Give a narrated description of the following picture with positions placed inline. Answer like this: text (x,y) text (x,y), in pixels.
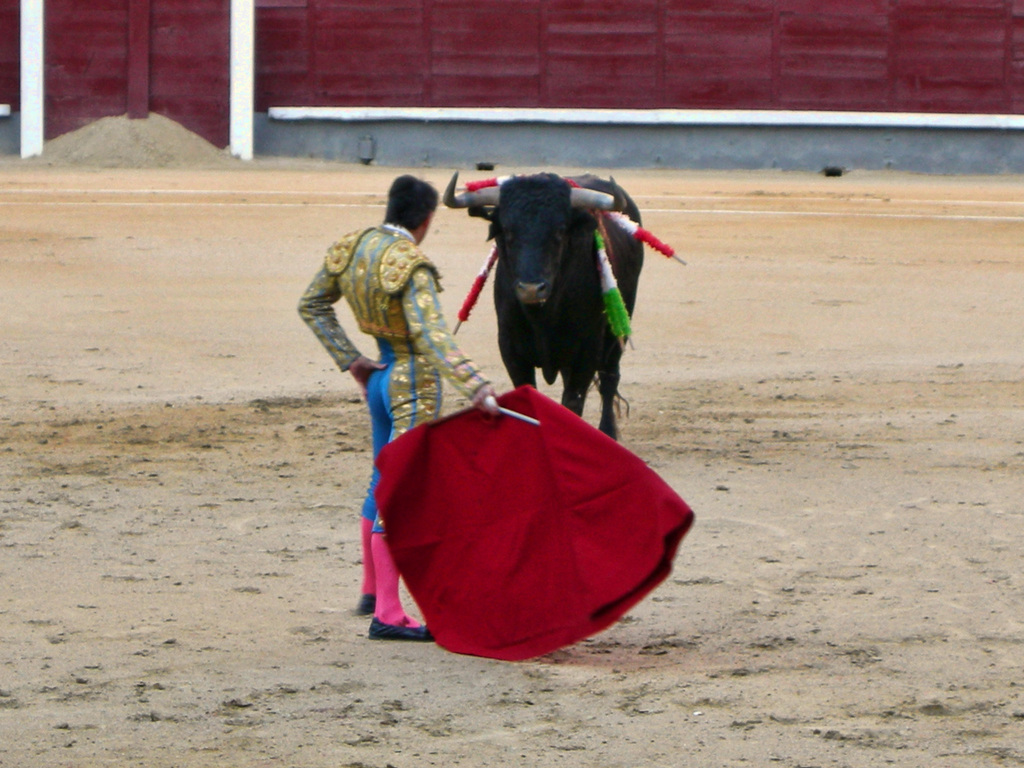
In this picture I can see a person (368,296) standing and holding red cloth (531,555), in front I can see the bull (530,340).
